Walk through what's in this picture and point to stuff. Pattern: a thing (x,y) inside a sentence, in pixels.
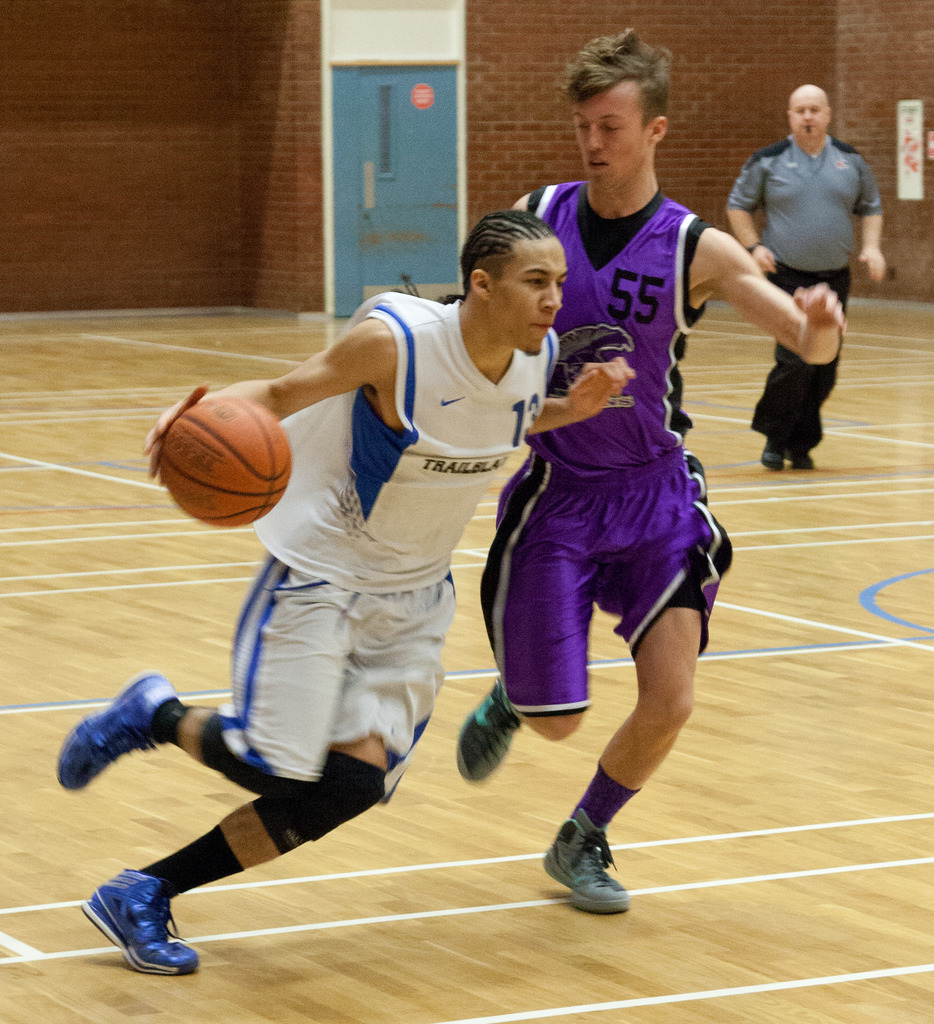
There are boys (656,297) playing in the foreground area of the image (496,289), it seems like a door (399,221), a person (876,190) and a poster (914,140) in the background (824,214).
